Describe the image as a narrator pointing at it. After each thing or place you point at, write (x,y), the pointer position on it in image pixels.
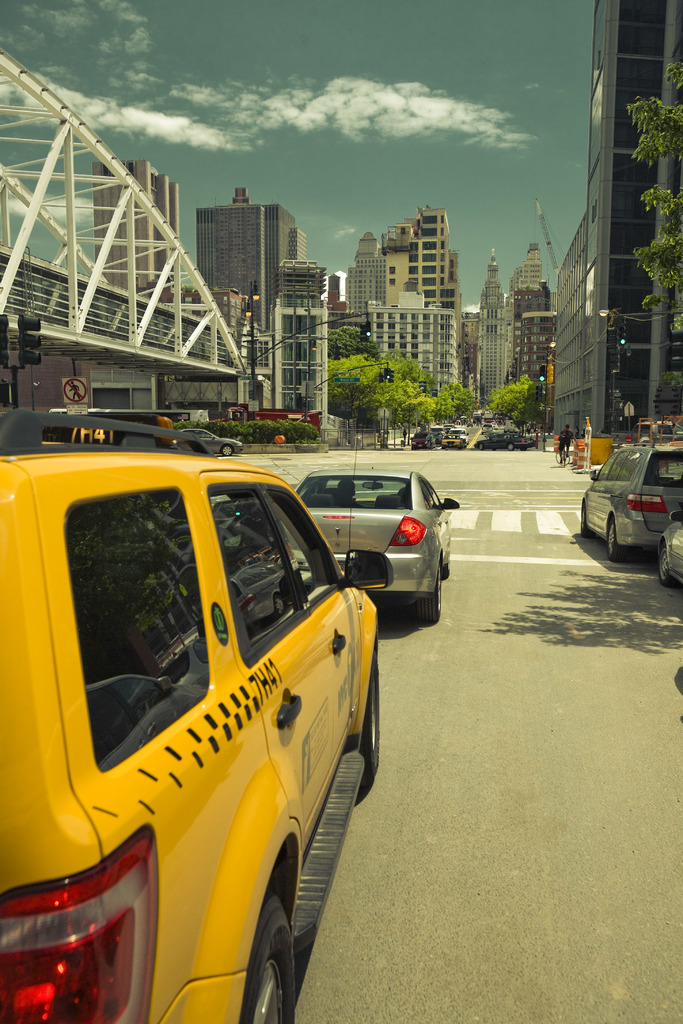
In the image there are few cars (350,622) on the road (610,607), in the back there are trees (679,325) with buildings (455,327) behind it and above its sky (287,108) with clouds (271,97).
